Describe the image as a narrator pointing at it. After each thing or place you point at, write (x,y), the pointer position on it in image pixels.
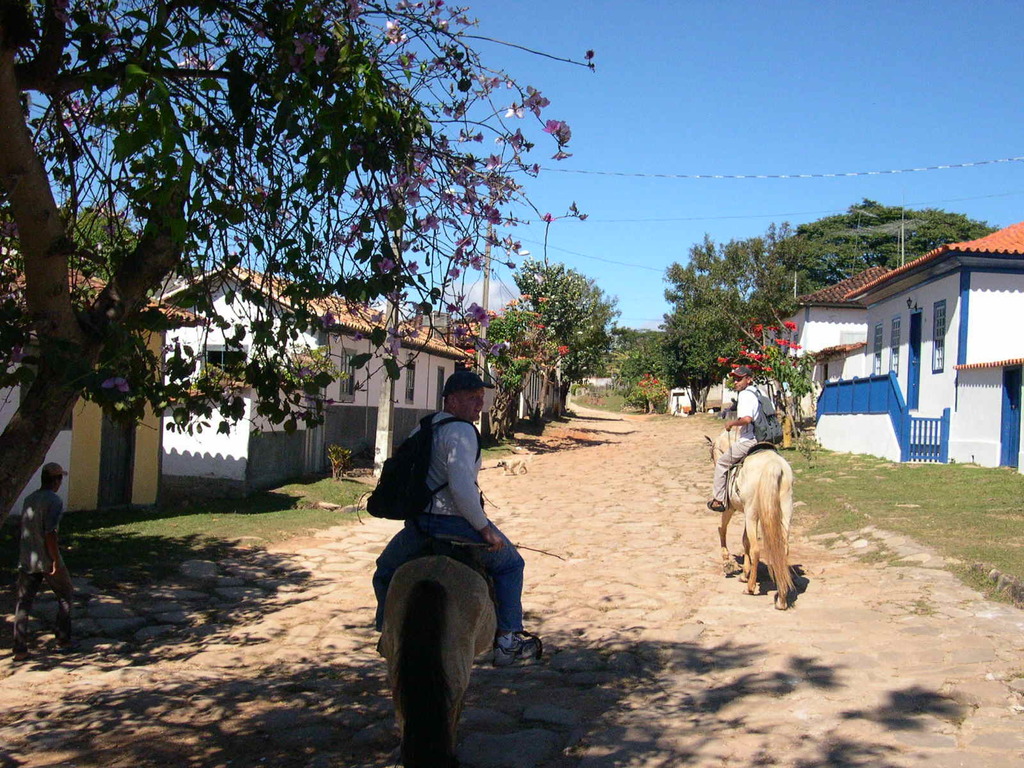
In this picture there are two men (450,481) who are riding on a horses (787,483). They both have a backpack (760,425). To the left (32,539) there is a man (50,571) who is walking on the path (220,574). There is a tree (113,319) and a house (897,338). Sky (635,96) is blue.
